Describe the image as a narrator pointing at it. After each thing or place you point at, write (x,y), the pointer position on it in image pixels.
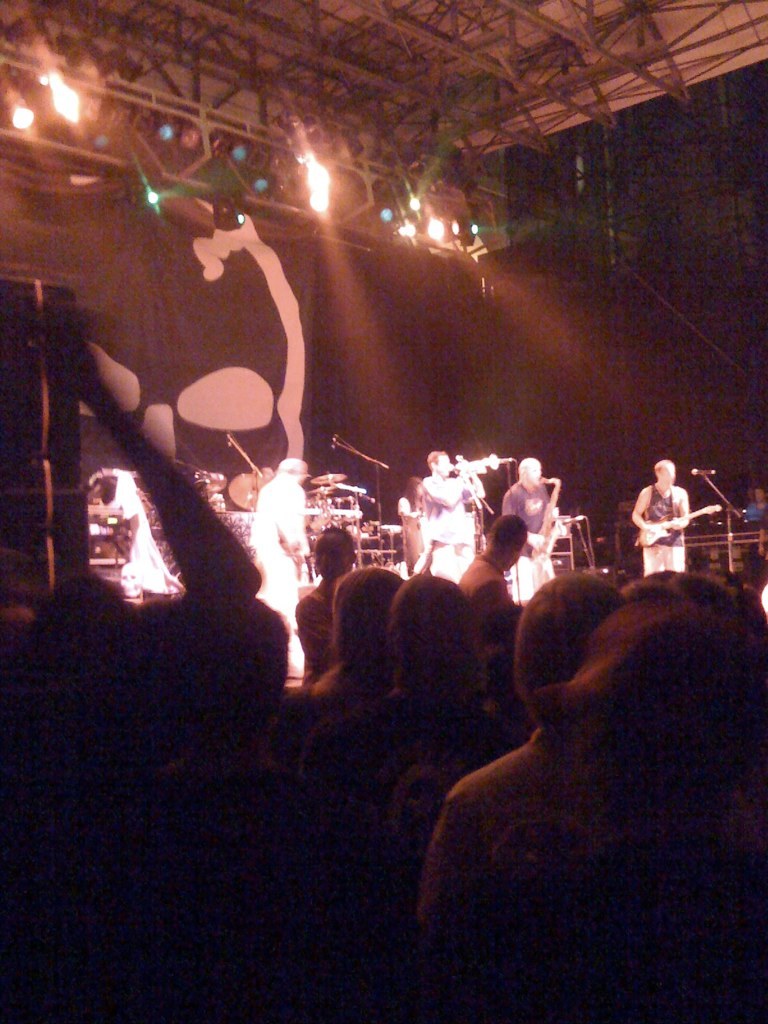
In this image I can see few people (753,511) on the stage (638,573) and I can also see there are few people (130,974) over here. In the background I can see the banner (264,269) and the lights (32,117).
